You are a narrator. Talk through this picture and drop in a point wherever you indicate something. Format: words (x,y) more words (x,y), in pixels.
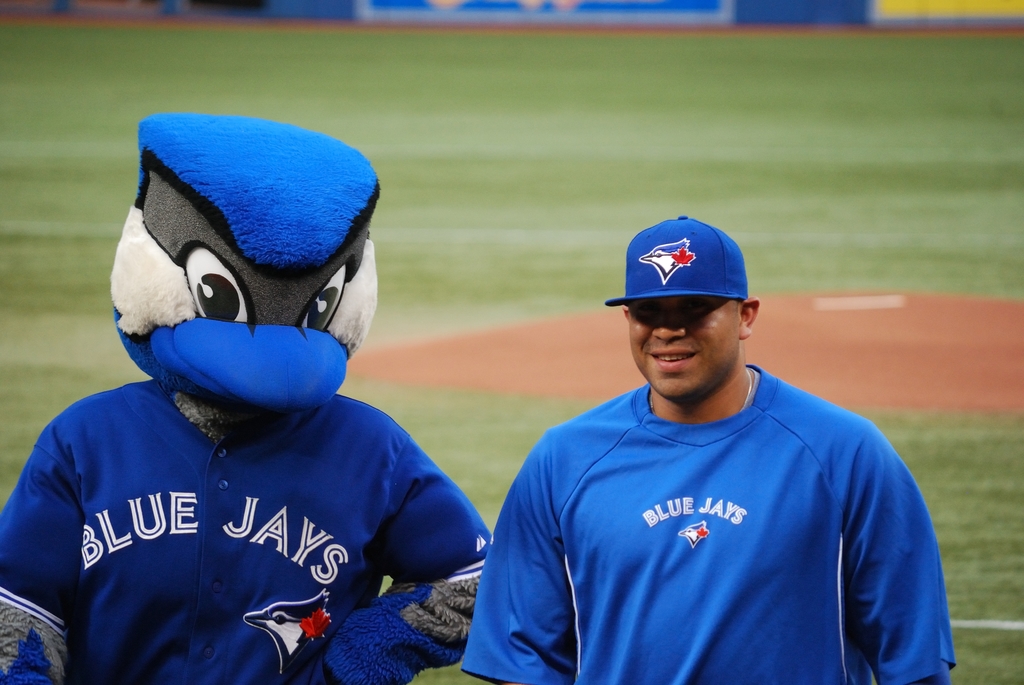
In this image we can see two persons (707,543) standing. One person (268,538) is wearing a costume (267,473). In the background (521,162), we can see grass field (532,169) and some boards (562,7).
